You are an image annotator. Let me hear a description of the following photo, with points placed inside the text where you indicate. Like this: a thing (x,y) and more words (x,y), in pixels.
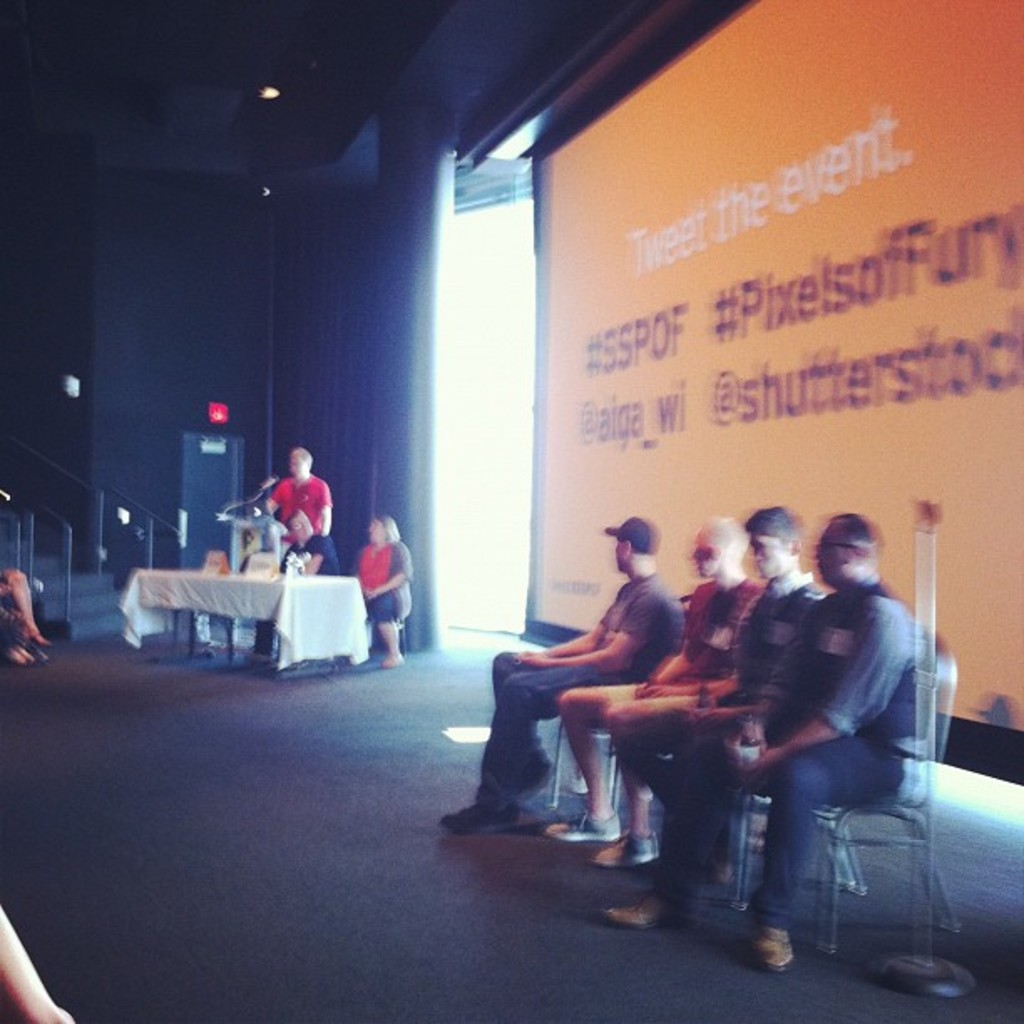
In the image we can see there are people (609,711) who are sitting on the chair (613,777) and back of them there is a banner (794,266) on which it says "Tweet The Event" and beside them there is another table (177,599) at which people (320,558) are sitting and behind the people (364,557) there is a man (299,492) who is standing near a mike (268,488) on a stand (256,538).
